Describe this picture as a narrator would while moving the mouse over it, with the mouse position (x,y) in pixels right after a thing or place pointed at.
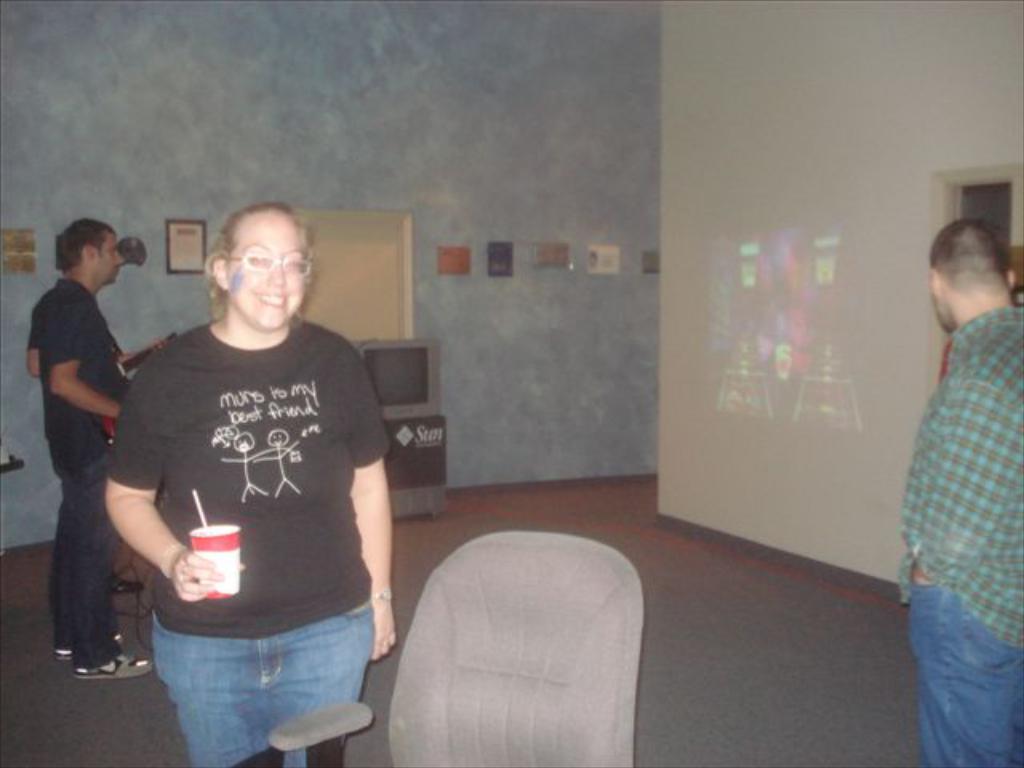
In this image we can see a woman (325,627) holding a glass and in front of her there is a chair (577,631) and we can see a man (979,426) standing on the right side of the image (994,574). There are two persons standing and holding some objects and we can see a wall (381,90) with some photo frames (466,269) and there is a television (422,361) near the wall (595,452).
